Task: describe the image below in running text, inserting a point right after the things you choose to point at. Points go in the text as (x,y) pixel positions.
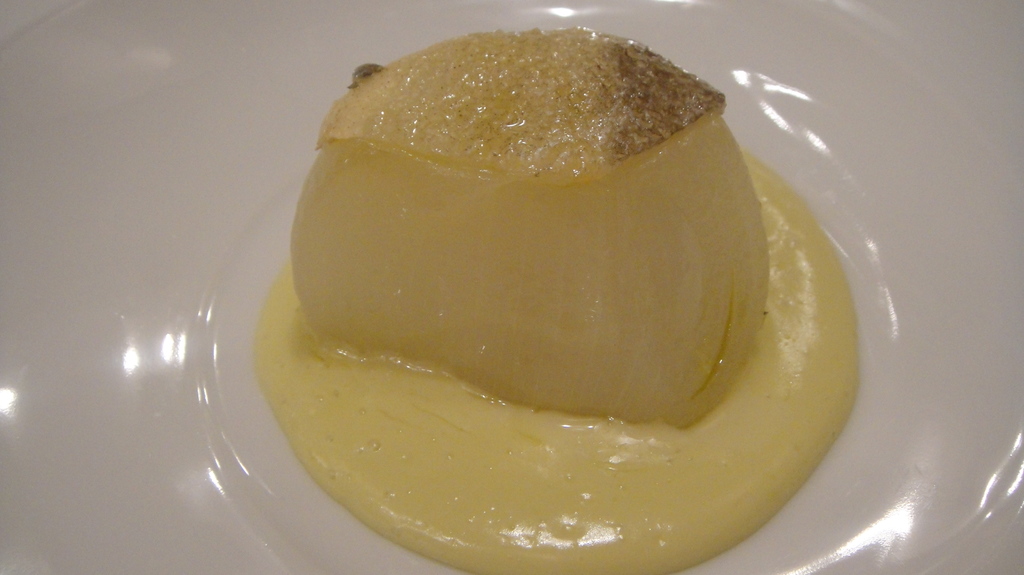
In this image we can see a food item (638,323), on the white plate (1010,336), it is in yellow color.
